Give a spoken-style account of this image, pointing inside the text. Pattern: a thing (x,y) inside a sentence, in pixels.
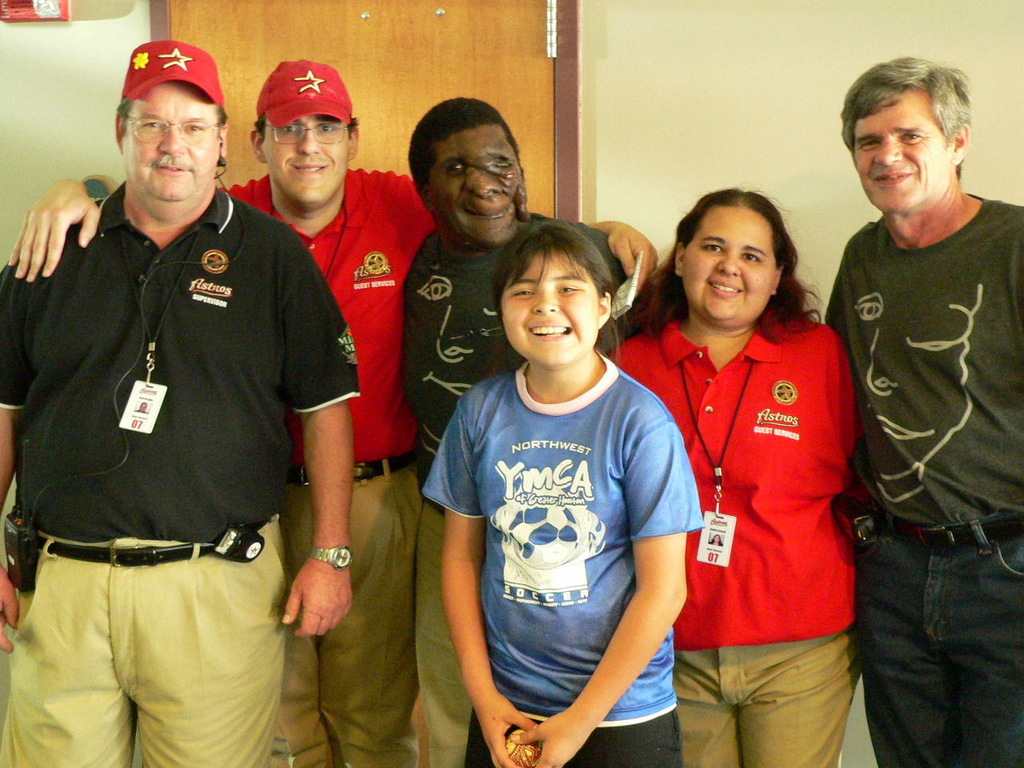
In this image there are four men (428,230) and two women (659,423) are giving pose for a photograph, in the background (745,1) there is a wall (1018,36), to that wall (107,24) there is a door (407,137).
